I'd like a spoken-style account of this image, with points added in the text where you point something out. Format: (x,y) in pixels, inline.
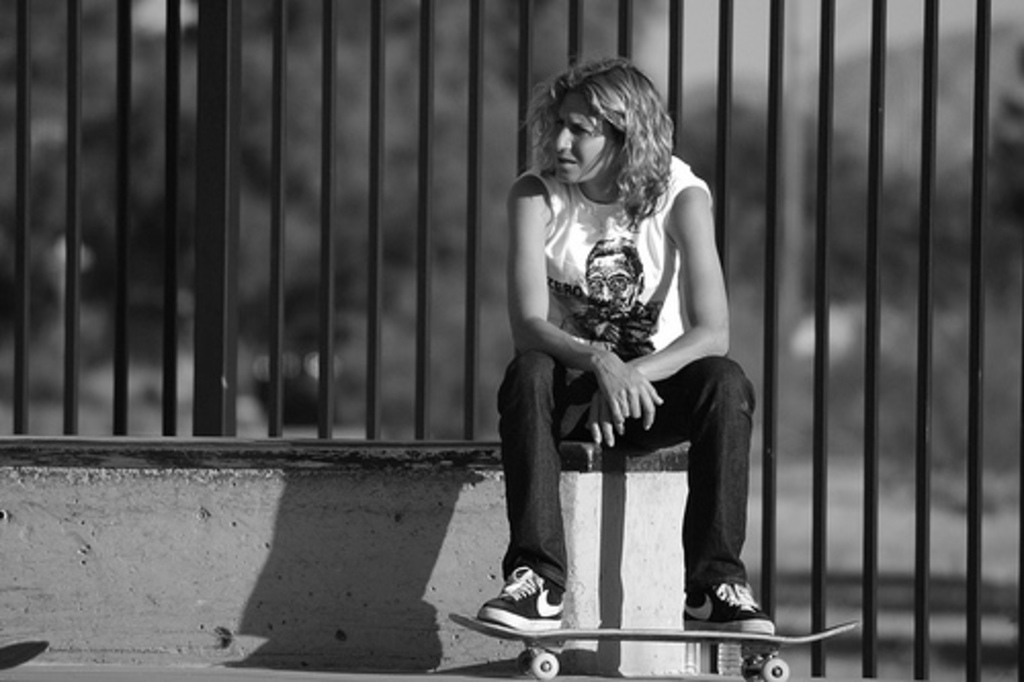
This is a black and white picture. I can see a person (522,537) sitting with a skateboard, there are iron grilles (820,481), and there is blur background (498,47).
